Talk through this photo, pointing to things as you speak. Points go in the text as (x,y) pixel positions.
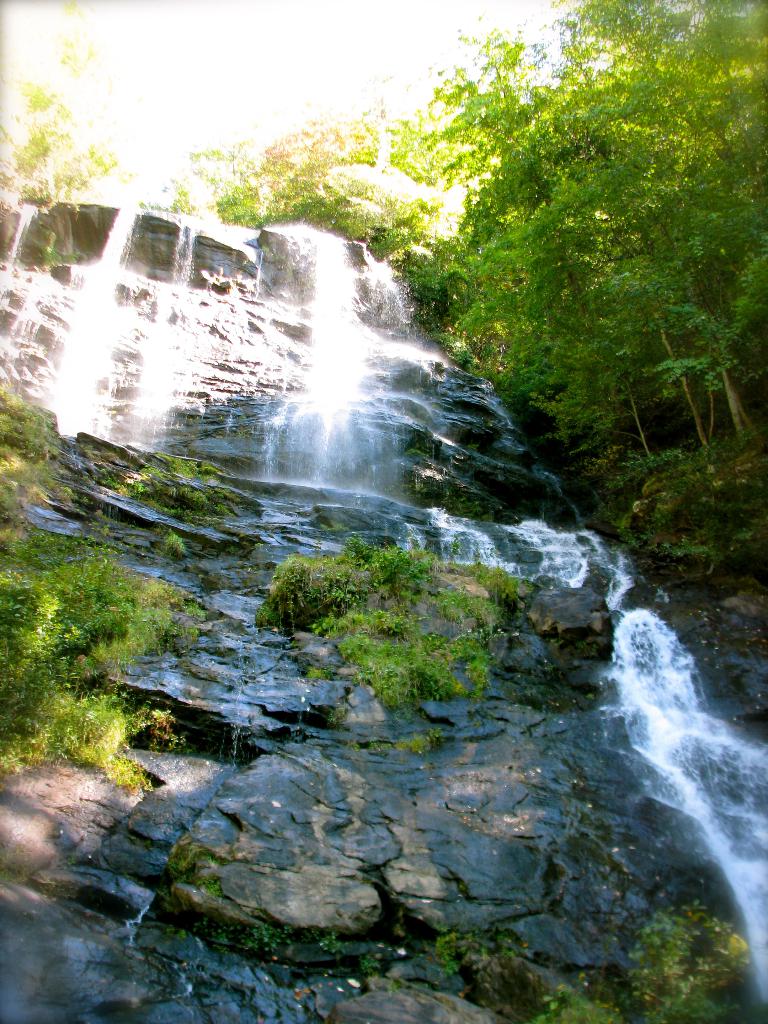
In this image in the center (294,458) there is a waterfall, and there are some plants (298,607), rocks (140,561) and trees (542,164).
